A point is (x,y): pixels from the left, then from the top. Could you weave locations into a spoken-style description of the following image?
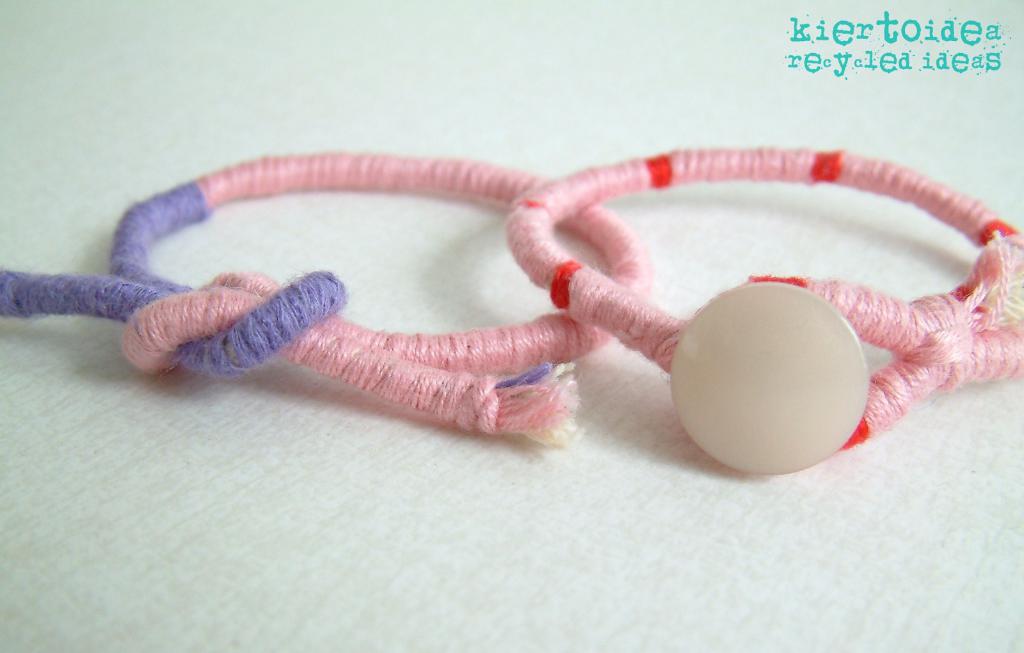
In this image in the center (470,391) there are two thread rings (740,334), on the top of the image (811,58) there is some text (814,61).
